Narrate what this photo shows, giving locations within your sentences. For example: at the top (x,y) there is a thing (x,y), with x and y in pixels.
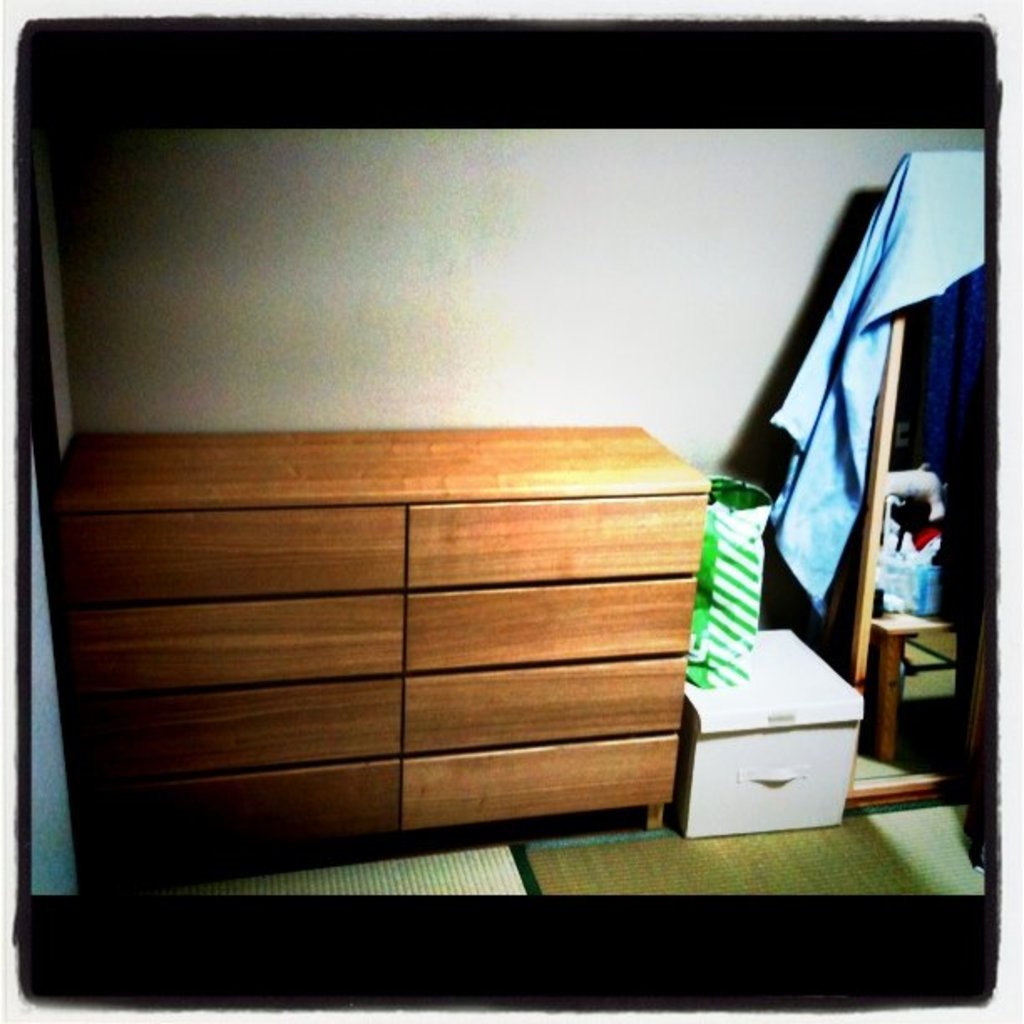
There is a table (518,641) with drawers (465,638). And a small box (737,729) is beside the table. A cover (728,630) is kept on the box (723,761). And there is a cloth (876,346) hanged on the stand (908,433).
